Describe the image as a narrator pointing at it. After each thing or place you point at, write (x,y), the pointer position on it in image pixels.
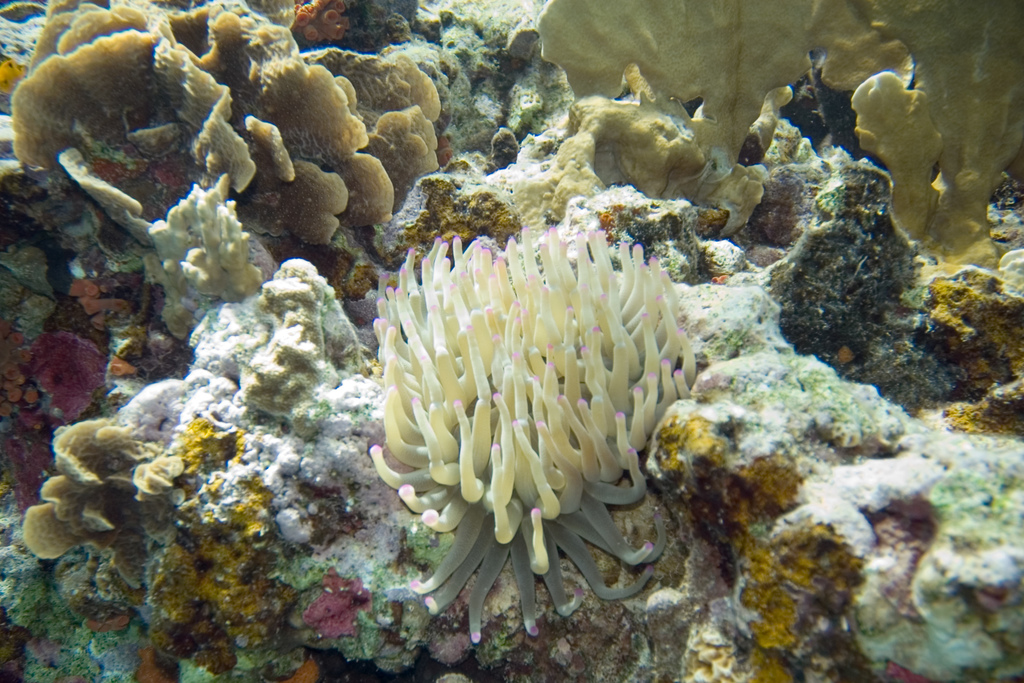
In this image I can see the under water picture in which I can see few aquatic plants (599,380) and rocks (833,235).
